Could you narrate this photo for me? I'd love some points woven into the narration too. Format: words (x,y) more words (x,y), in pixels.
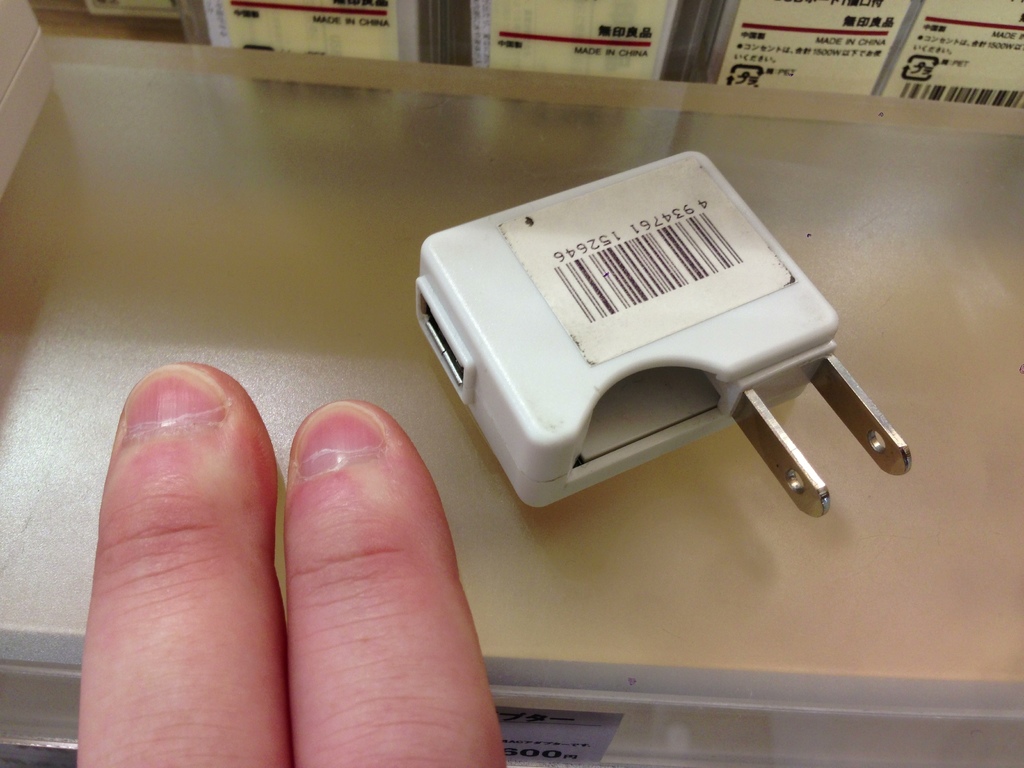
In this image there are objects (578,119) that looks like a box (645,112), there is an object (586,319) on the box (398,218), there are stickers (684,280), there is text (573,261) on the stickers (586,287), there are numbers (563,755) on the stickers (585,213), there is an object (33,77) towards the left of the image (33,77), there are person's fingers (267,586) towards the bottom of the image (253,598).
